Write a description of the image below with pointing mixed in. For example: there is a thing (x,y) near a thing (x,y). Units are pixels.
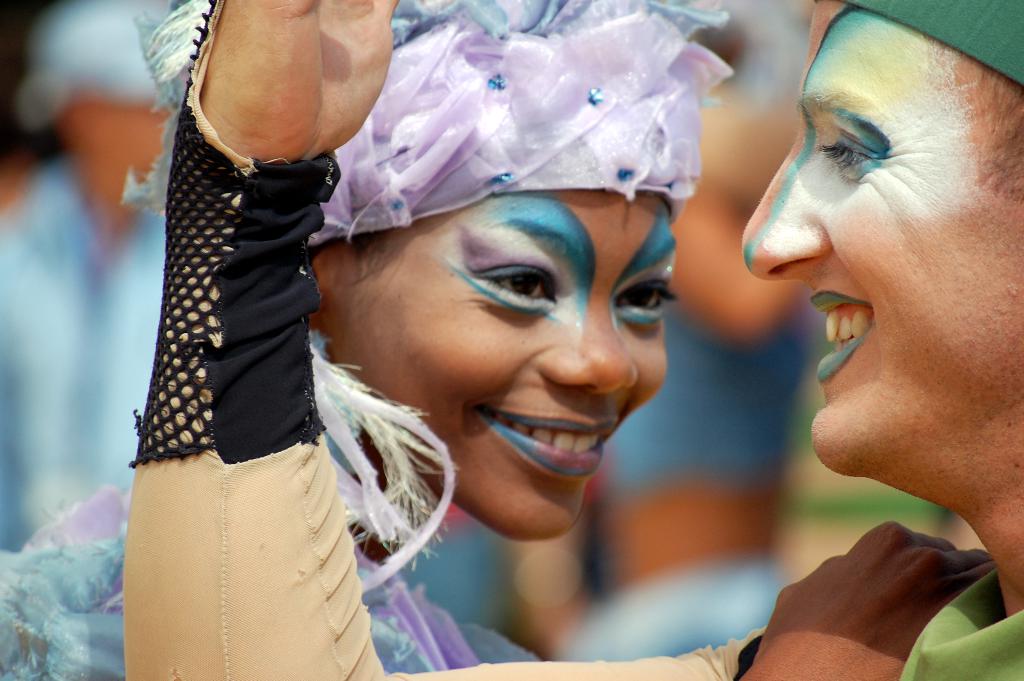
In this image in the foreground (651,389) there are two persons (868,303) who are painted their faces (437,427), and smiling it seems that they are dancing and the background (807,554) is blurred.
